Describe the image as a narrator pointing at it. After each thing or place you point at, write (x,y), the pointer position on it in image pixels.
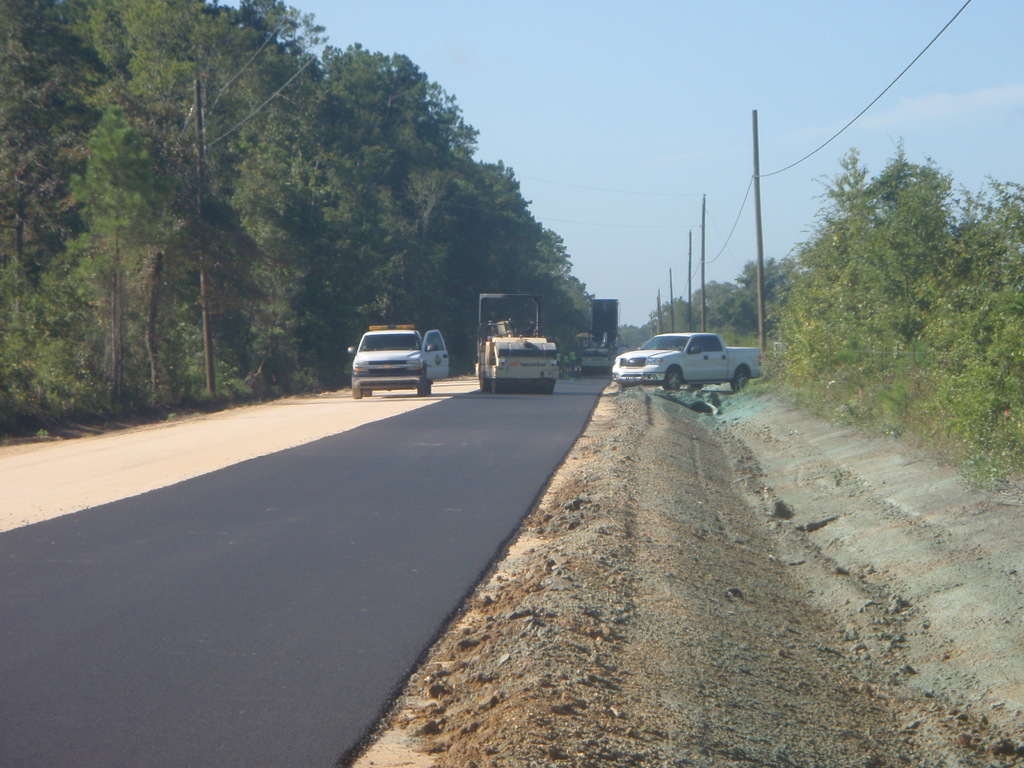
In this picture we can see vehicles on the road (514,478) and in the background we can see trees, poles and the sky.
